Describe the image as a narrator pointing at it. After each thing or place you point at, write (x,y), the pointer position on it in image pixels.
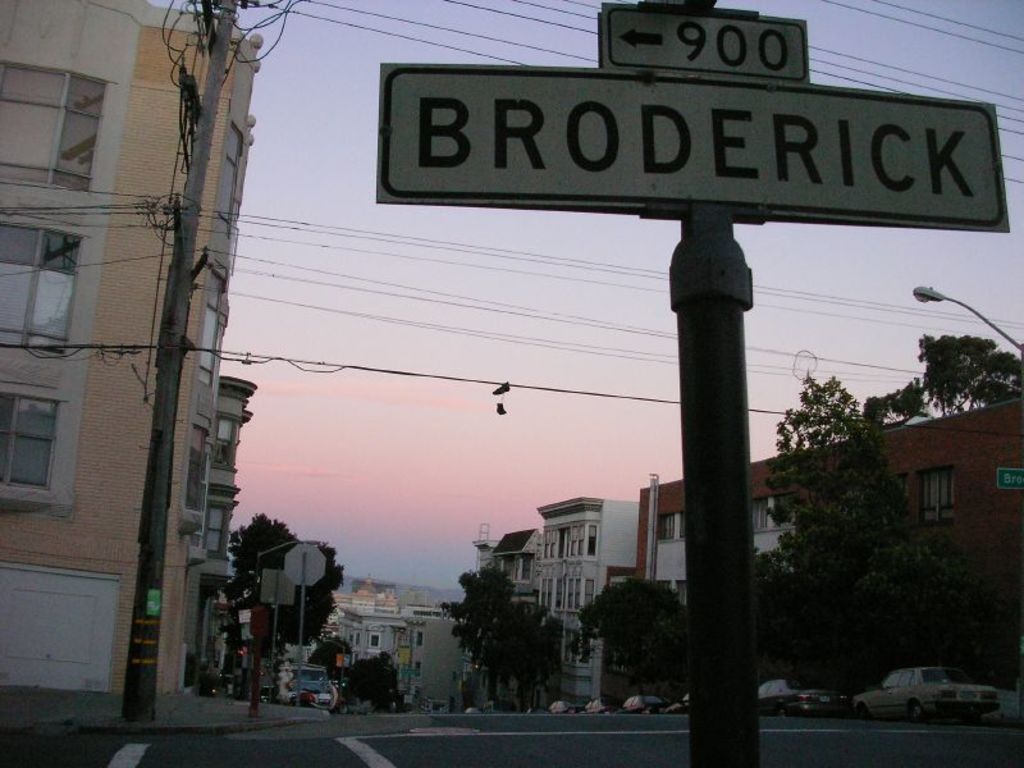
In this picture there is a sign pole (713,538) on the right side of the image (700,546) and there are buildings (387,642), trees (538,634), vehicles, and buildings (74,576) in the background area of the image (322,549).
